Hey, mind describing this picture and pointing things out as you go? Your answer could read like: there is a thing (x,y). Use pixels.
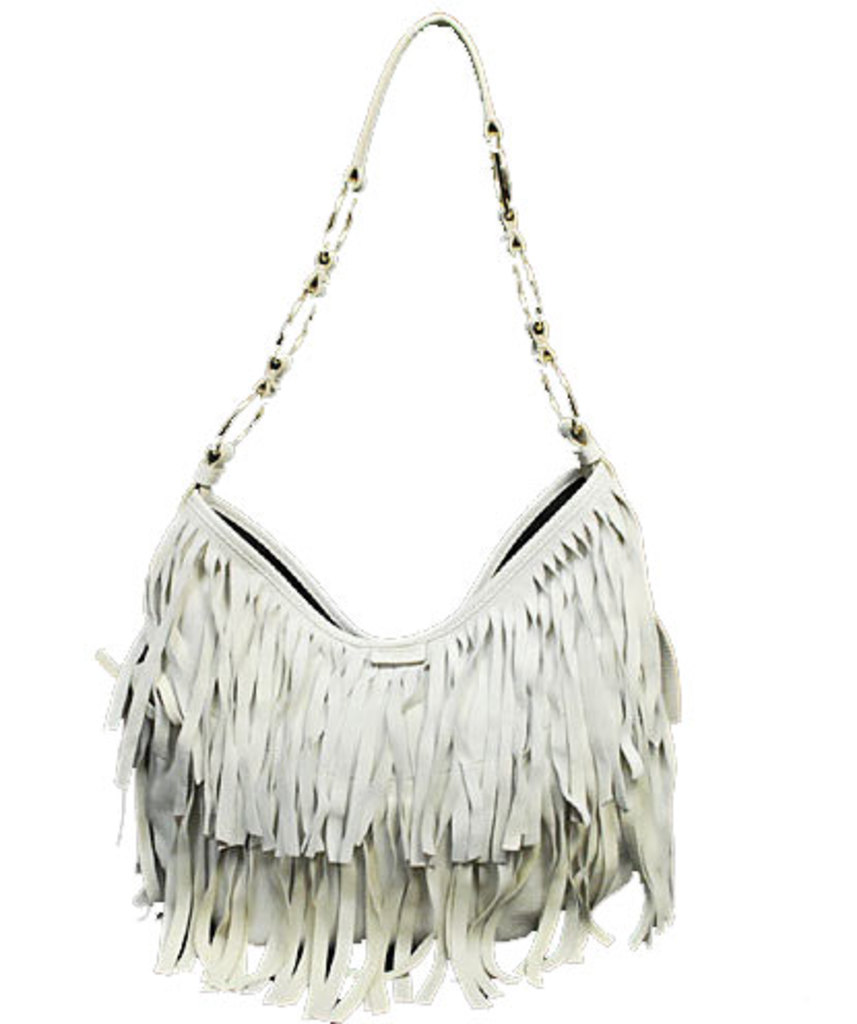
This picture shows a woman's handbag (672,908).
